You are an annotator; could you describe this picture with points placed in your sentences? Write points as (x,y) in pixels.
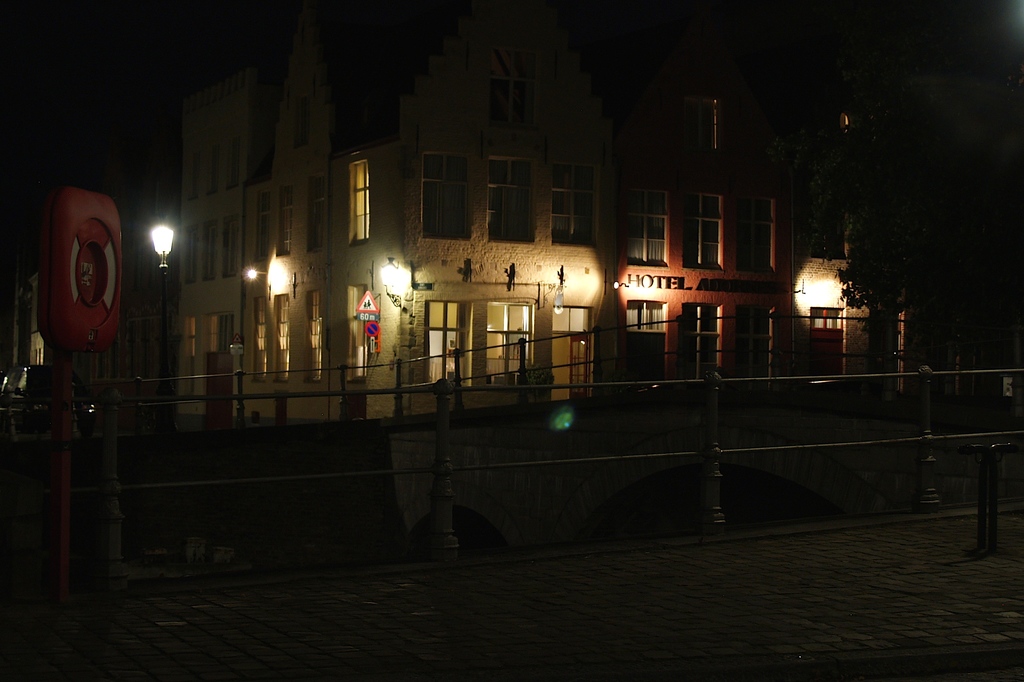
There is a building (500,130) having windows (452,213), lights (385,266) attached to the wall (331,275) and there is a hoarding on the wall (331,275). On the left side (160,411), there is a light (153,225) attached to the pole (161,330). There is a fencing (456,391). And the background (61,93) is dark in color.
